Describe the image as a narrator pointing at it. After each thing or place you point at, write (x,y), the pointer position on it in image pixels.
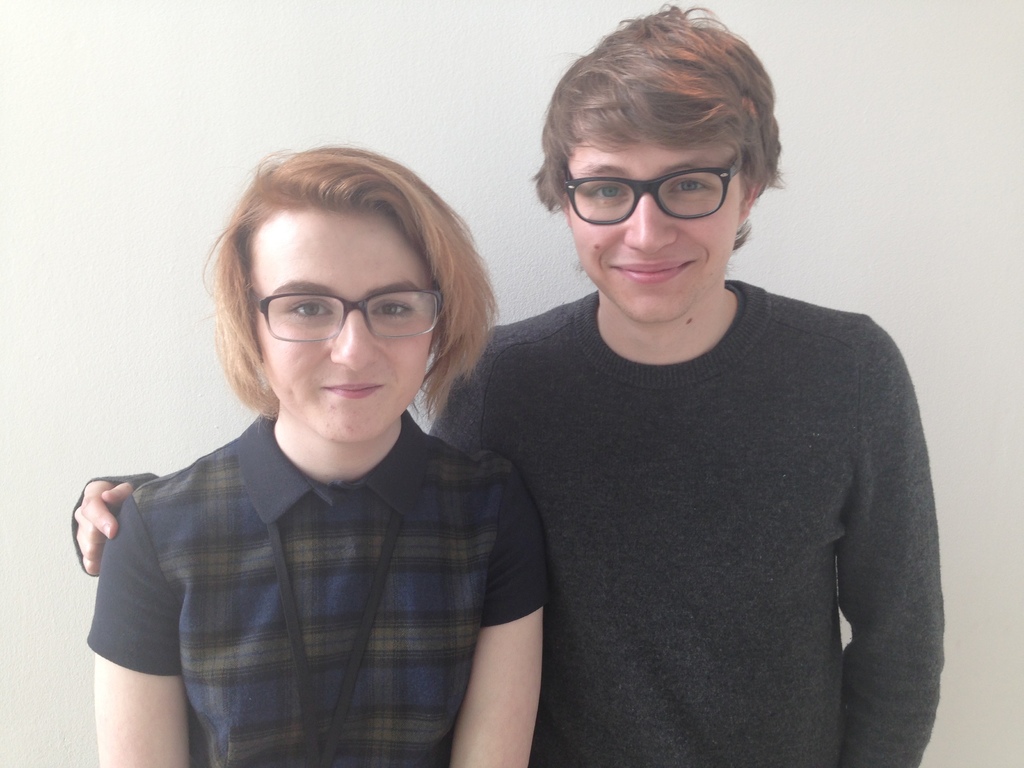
In this image we can see two people (270,727) wearing spectacles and standing and there is a wall (915,246) in the background (182,273).
